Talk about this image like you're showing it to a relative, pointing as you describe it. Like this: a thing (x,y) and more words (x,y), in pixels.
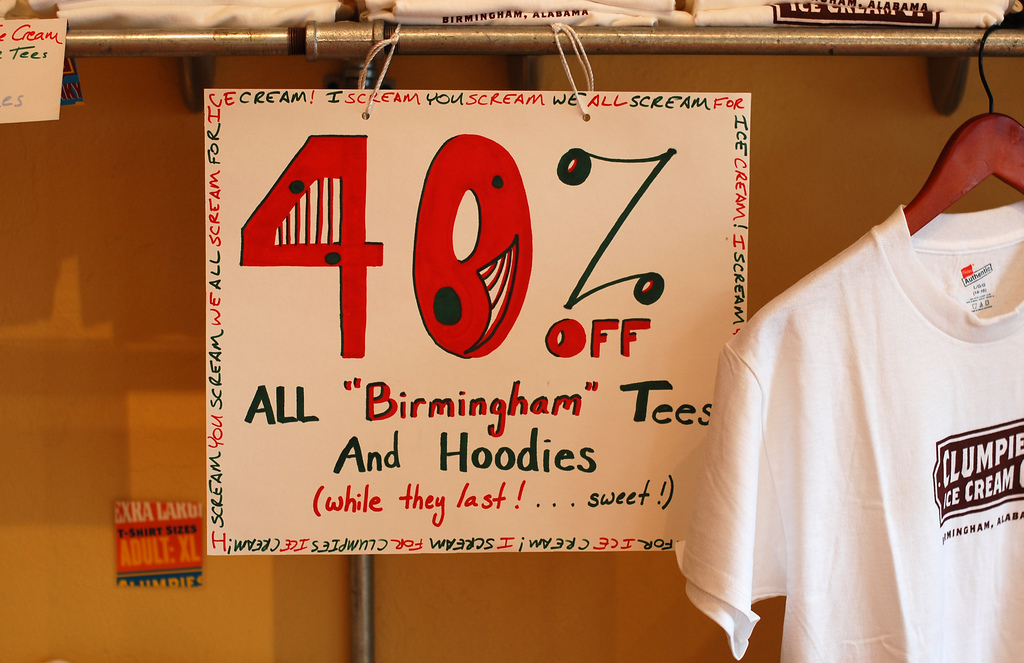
This picture shows few t-shirts (268,7) on the shelf (66,33) and we see a t-shirt (932,262) to the hanger (991,105) and a placard (639,100) hanging to the rod (537,50).
